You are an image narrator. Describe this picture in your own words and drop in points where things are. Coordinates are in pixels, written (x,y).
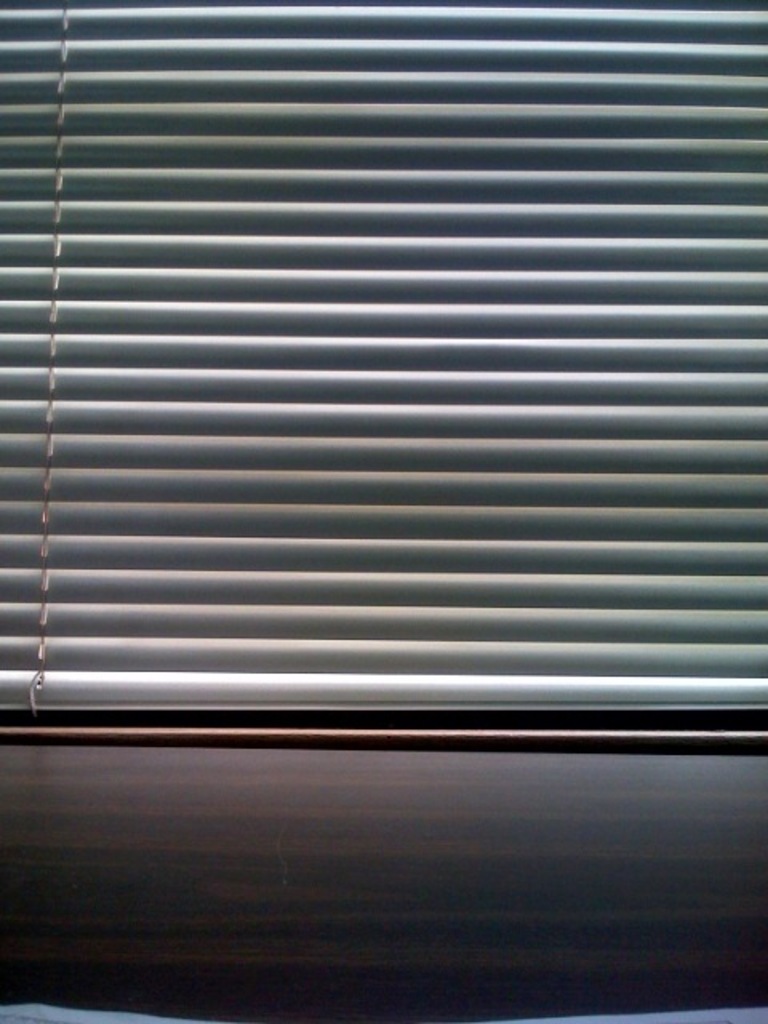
In this picture I can see a window blind (244,525).
